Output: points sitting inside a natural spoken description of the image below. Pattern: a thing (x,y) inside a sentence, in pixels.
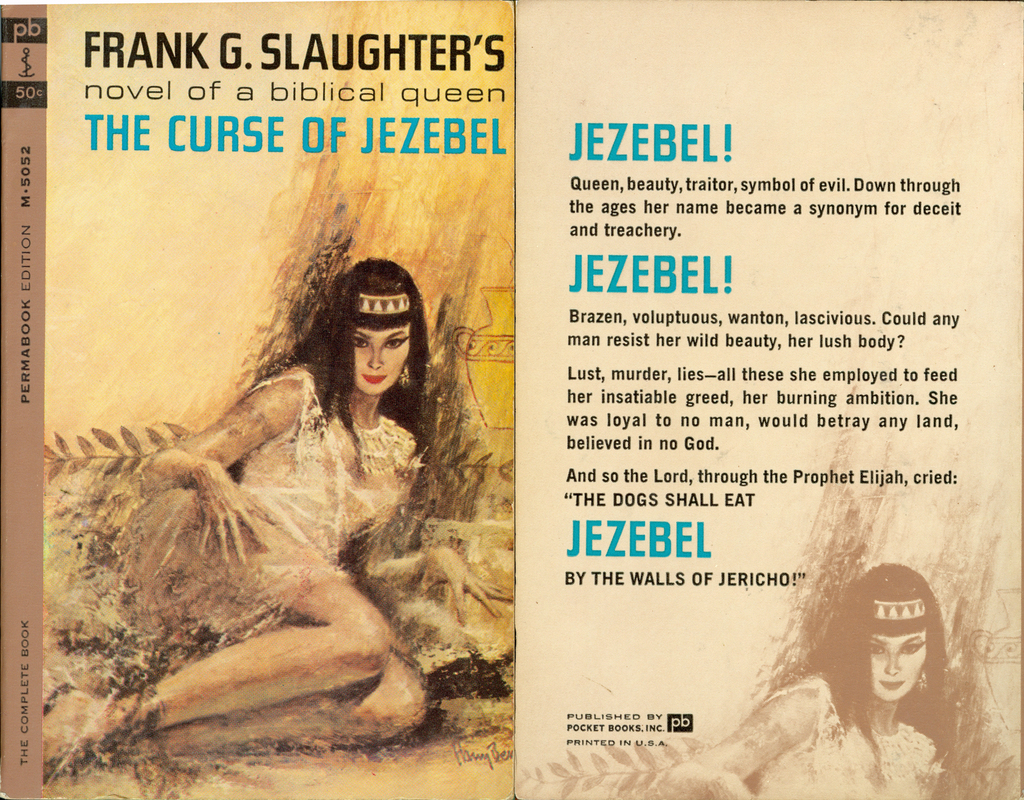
In this picture I can see there is a woman (338,510) lying and she is wearing a white dress (357,477) and a crown (368,306). There is something written at the top of the book (460,680) and this is a cover page (495,654) and there is another picture (837,704) on to right (757,656) and there is something written on it.
